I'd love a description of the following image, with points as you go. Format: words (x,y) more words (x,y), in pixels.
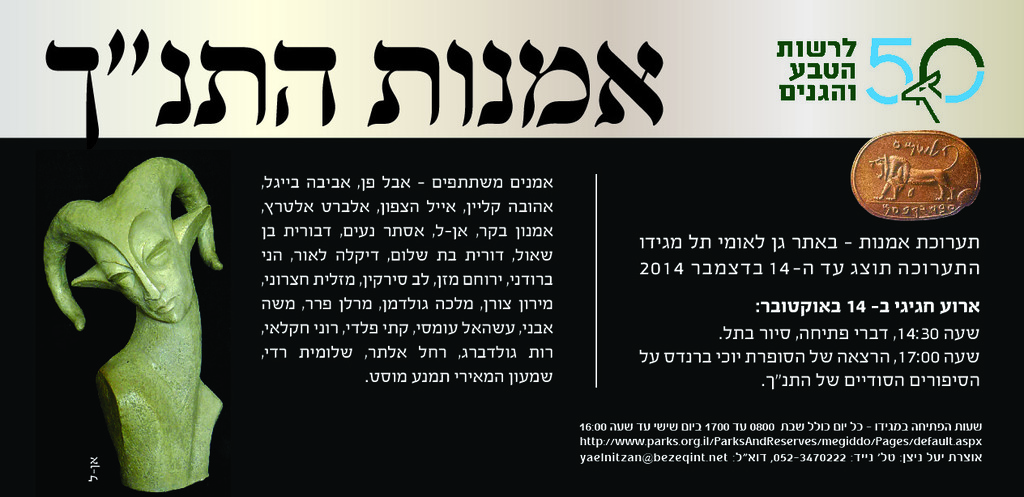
In this image, we can see a poster (365,434). On this poster (356,327), we can see text (546,372), sculpture (202,234) and coin (861,170).
